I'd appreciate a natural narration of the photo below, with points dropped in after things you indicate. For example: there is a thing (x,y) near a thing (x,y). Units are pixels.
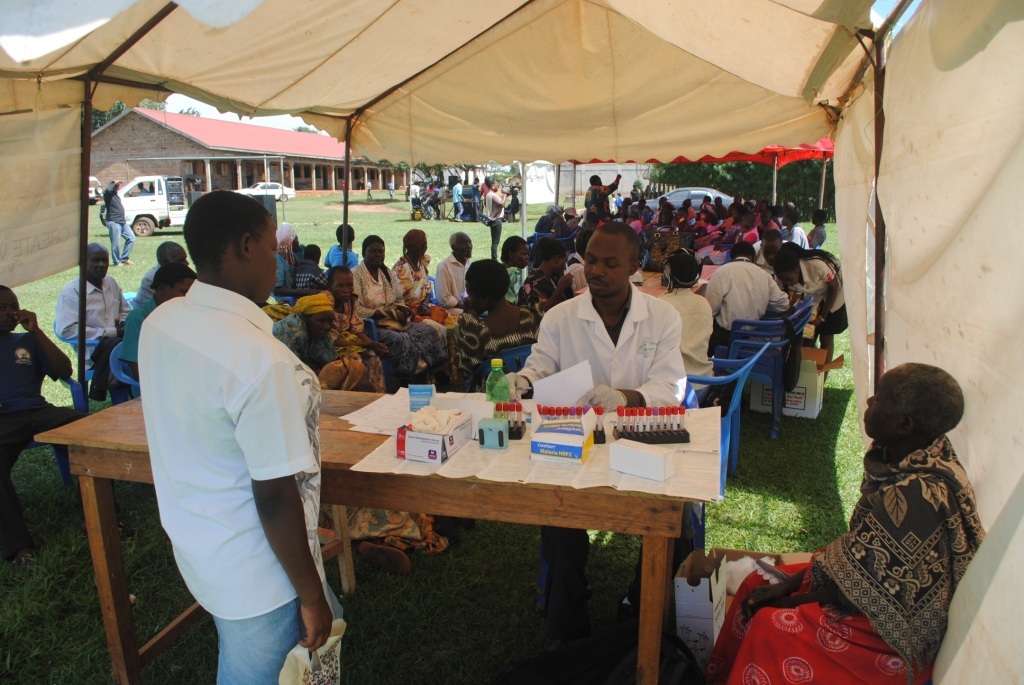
In this image I can see three people (749,582) around the table (637,493). On the table (625,502) there are some of the objects (549,440). In the back ground (514,255) there are group of people (312,251) sitting under the tent (269,112), and there is a vehicle (152,218), building (258,137) and the sky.
